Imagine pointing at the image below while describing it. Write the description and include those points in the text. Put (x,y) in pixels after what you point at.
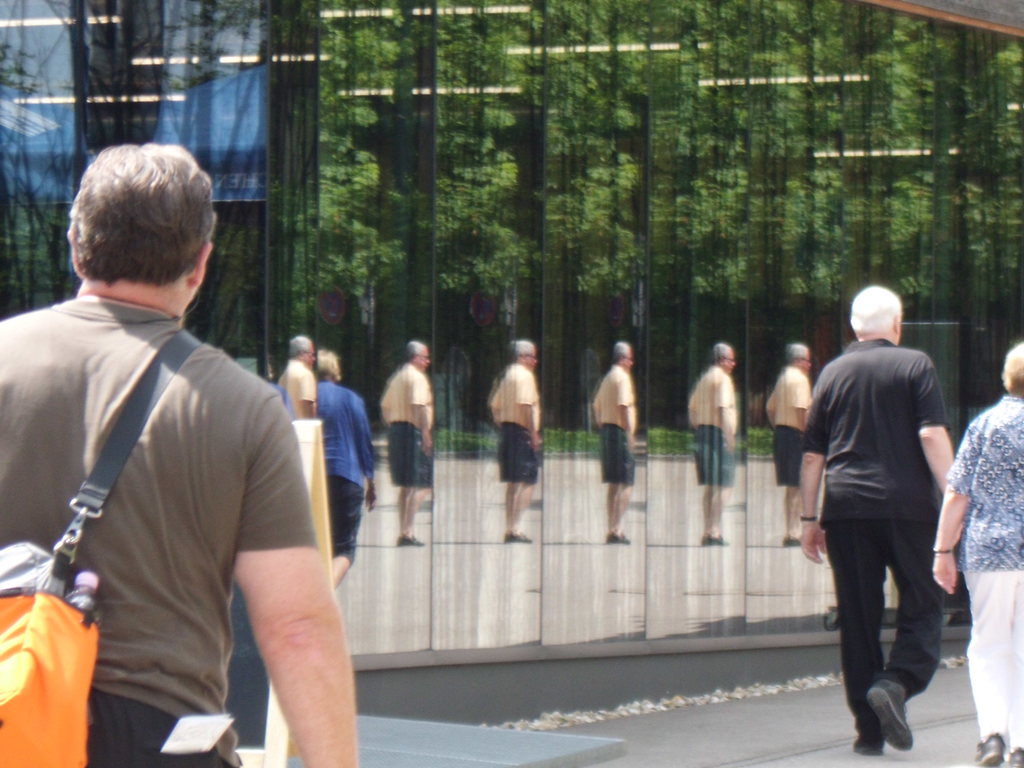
In this picture there is a man (244,526) who is wearing t-shirt (215,599), jeans (171,723) and bag (100,501). On the right (1008,490) there is a woman (1002,640) who is walking on the street (973,702). Beside her we can see an old man (855,544) who is wearing black dress (924,628), watch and shoe (900,698). In the background (433,557) we can see the building (470,488). We can see the glass (808,337) is covered on the wall (924,49). In that reflection (793,141) we can see the person (284,379), trees (582,291) and a wall (930,307).
